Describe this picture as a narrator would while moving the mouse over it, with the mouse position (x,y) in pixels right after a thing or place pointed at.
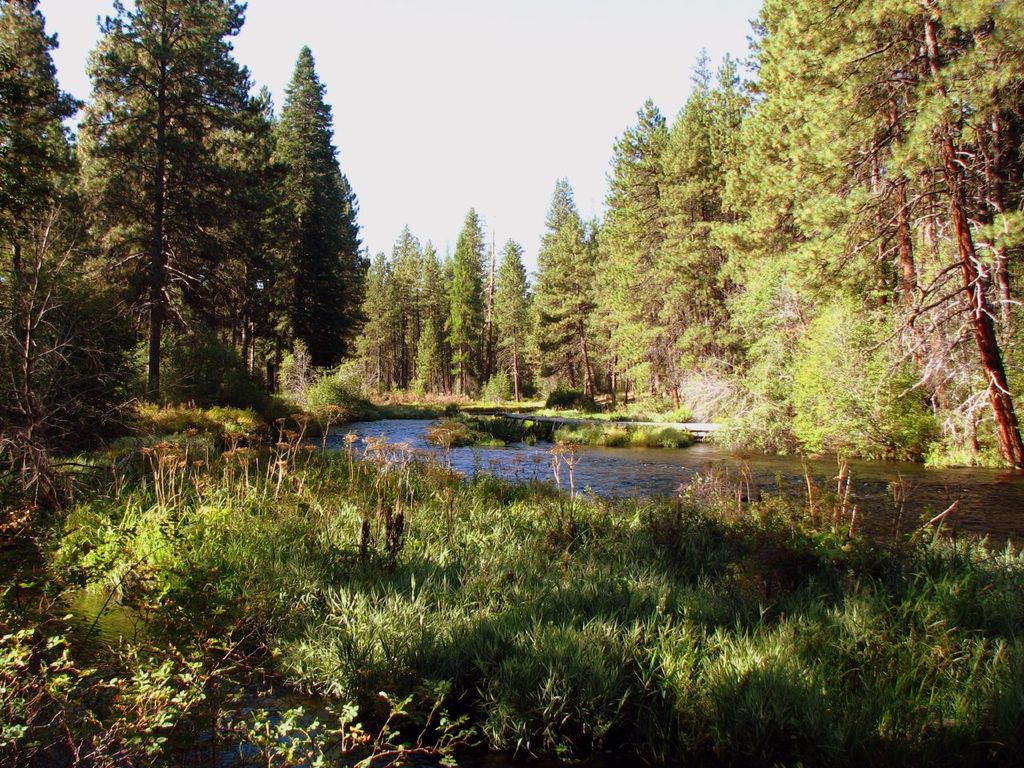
In this image we can see there are trees (13,68), grass (822,696) and water (665,449). At the top (453,162) there is a sky (461,127).
